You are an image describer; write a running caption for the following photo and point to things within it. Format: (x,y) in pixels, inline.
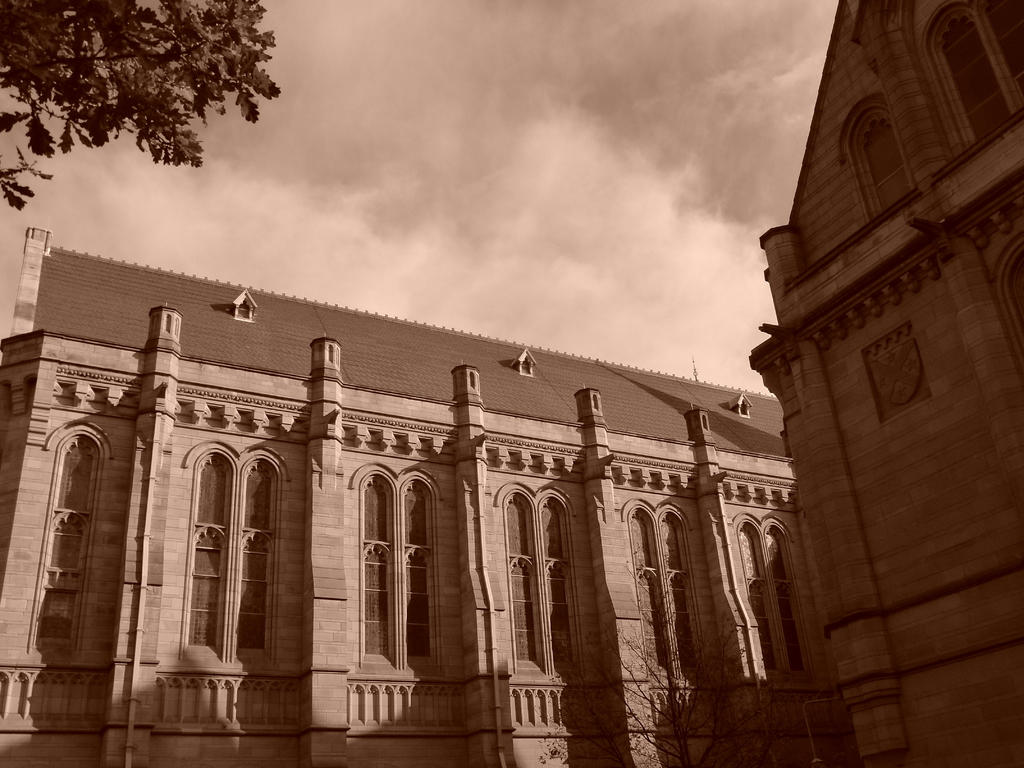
In this image I can see a building (673,390), background I can see few trees (261,72) and sky (549,195), and the image is in sepia.
